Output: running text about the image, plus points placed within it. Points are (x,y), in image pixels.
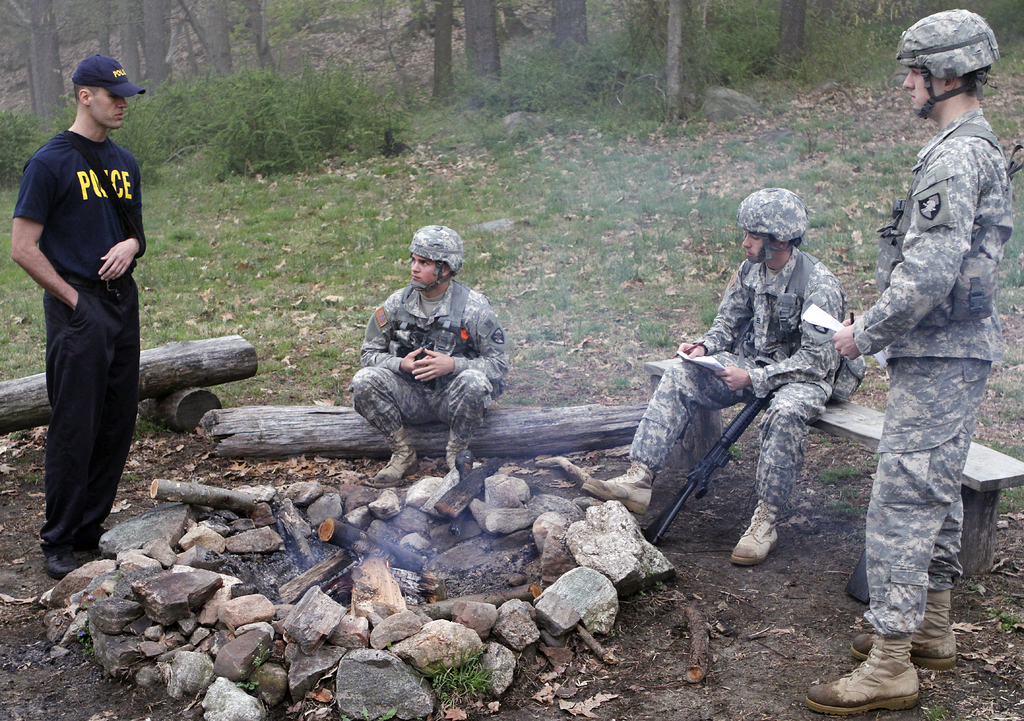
In the foreground of this image (616,563), there are stones (172,664) around the fire wood (396,560) and also there are people (101,379), two are standing and two are sitting around the stones (615,546) where two men (792,329) are holding papers (828,313) and pens (849,312) and also we can see a gun (683,502), grass (649,178) and trees (492,15) at the top (169,52).
